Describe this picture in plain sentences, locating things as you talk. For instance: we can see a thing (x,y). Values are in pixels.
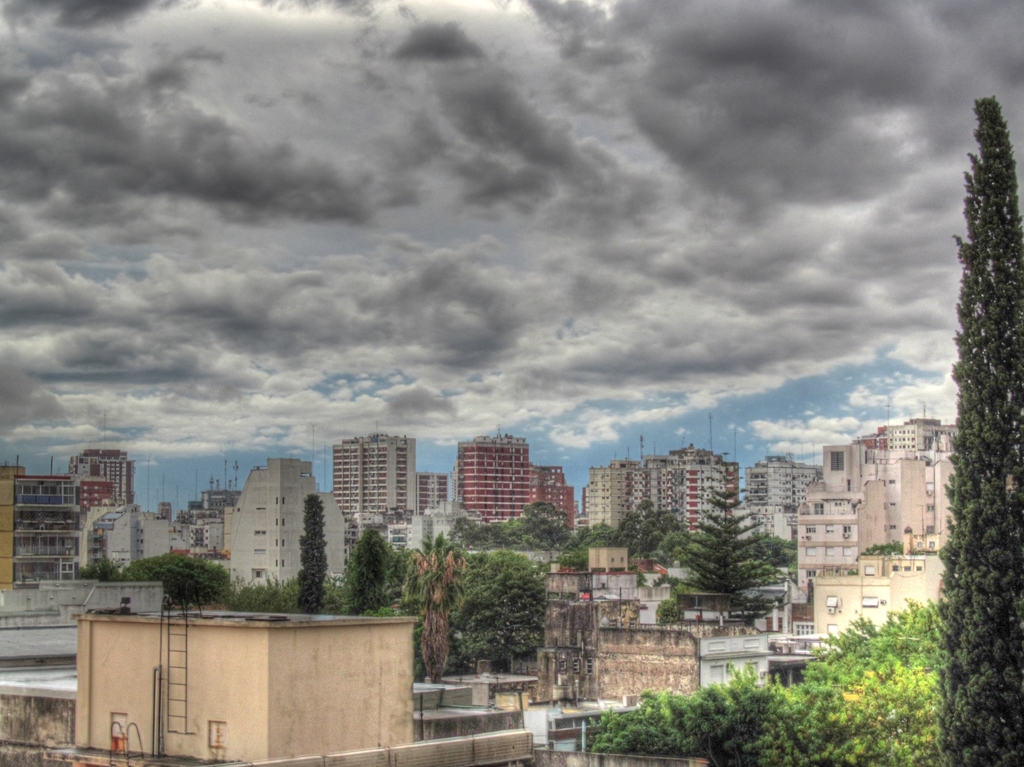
In this picture we can see few buildings (916,506), trees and poles (734,442), in the background (170,443) we can find clouds (496,216).
